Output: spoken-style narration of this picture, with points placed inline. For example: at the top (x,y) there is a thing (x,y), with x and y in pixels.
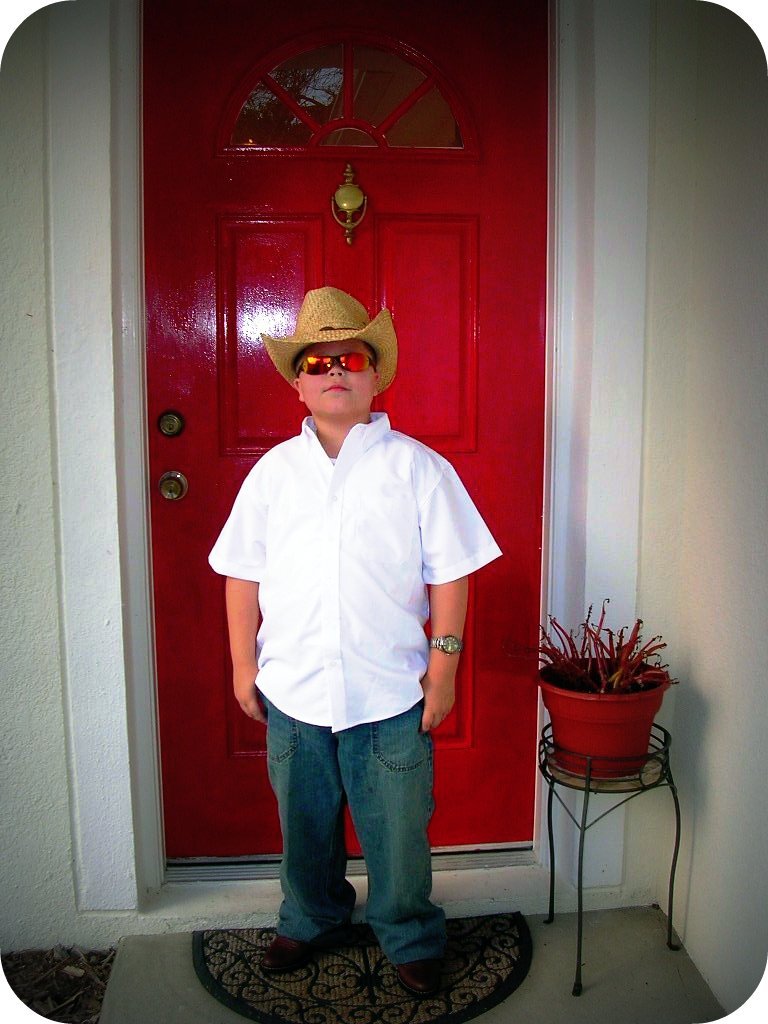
There is a boy (377,551) standing and wore glasses (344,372) and hat (381,357). Background (75,262) we can see wall (757,291) and red color door (451,302).
